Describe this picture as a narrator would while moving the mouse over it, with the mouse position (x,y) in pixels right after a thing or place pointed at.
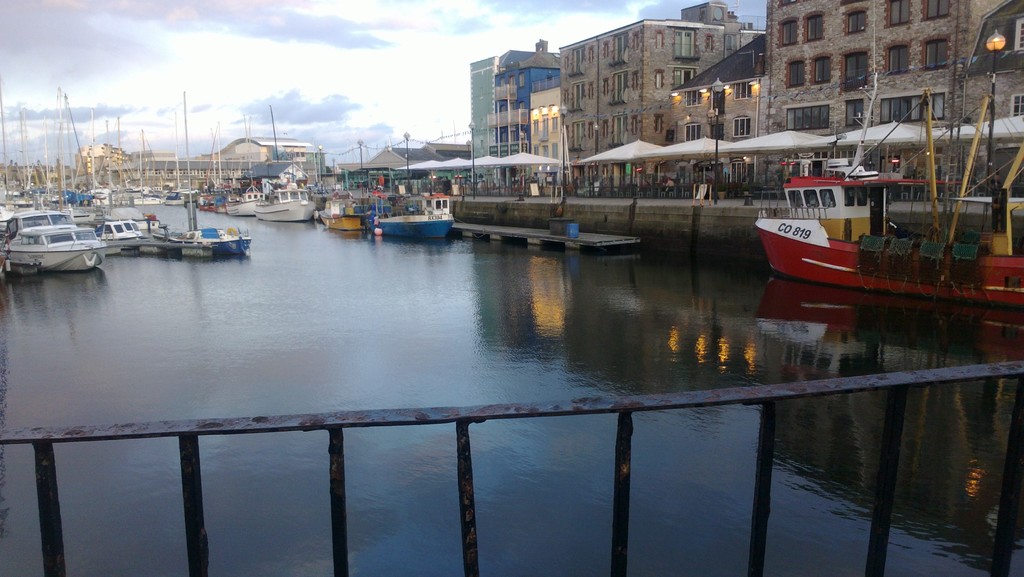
There is a fencing (43,511) of a bridge (1005,527), which is built on the water (546,361), on which, there are boats (25,205) parked. On the right side (967,129), there are tents (953,130) arranged. In the background (899,11), there are buildings (515,83) and there are clouds (50,55) in the sky (309,53).
